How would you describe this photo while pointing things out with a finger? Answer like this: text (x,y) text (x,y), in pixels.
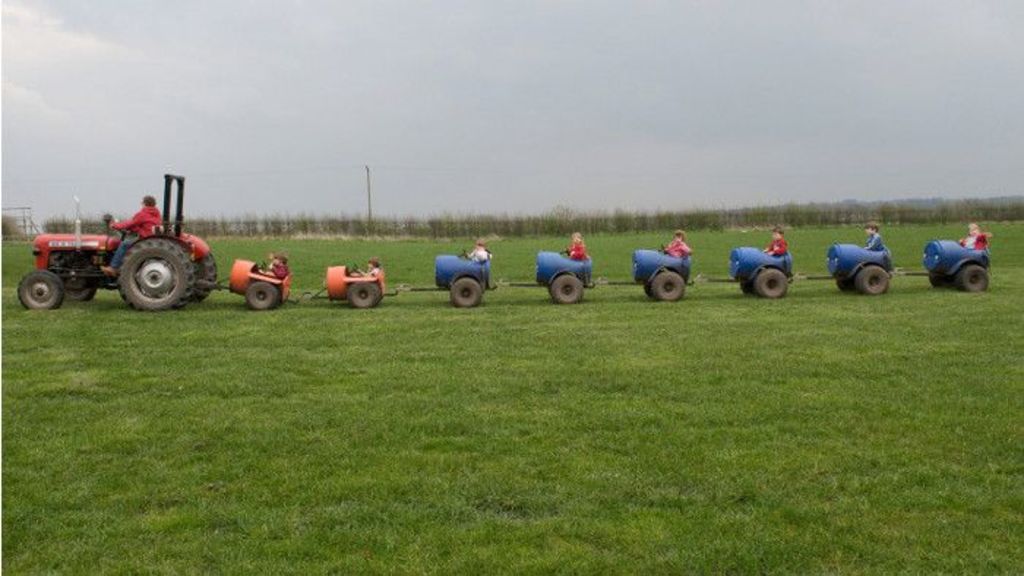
This picture shows a tractor (203,252) and we see few people (365,273) seated on the back (678,259) in the drums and we see grass (548,449) on the ground (865,444) and few plants (226,223) and an electric pole (368,181) and we see a cloudy sky (584,31).
